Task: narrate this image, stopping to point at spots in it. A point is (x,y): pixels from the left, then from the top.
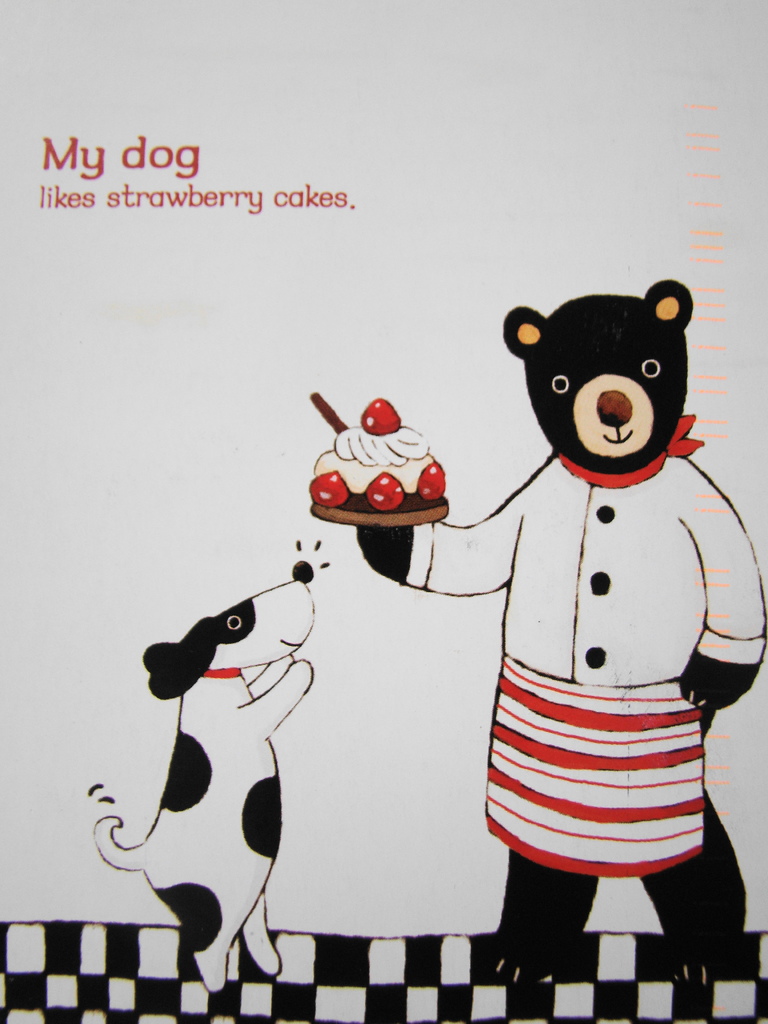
In this picture, we see a bear (544,423) is holding a cake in its hand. Beside that, we see a dog (260,836). In the background (236,410), it is white in color and we some text (75,153) written on it. This picture might be taken from the textbook.
